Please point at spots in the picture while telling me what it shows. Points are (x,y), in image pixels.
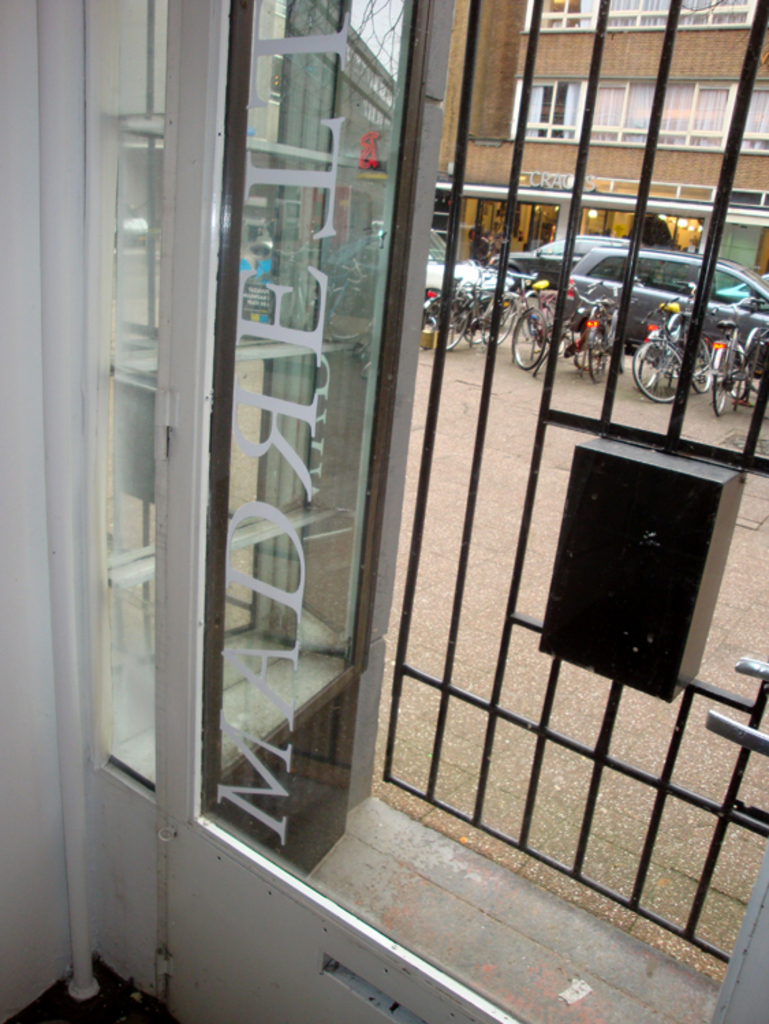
In this picture we can see a box (576,566), window (334,787), from the window (389,688) we can see vehicles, bicycles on the road (432,645) and in the background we can see buildings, lights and some objects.
